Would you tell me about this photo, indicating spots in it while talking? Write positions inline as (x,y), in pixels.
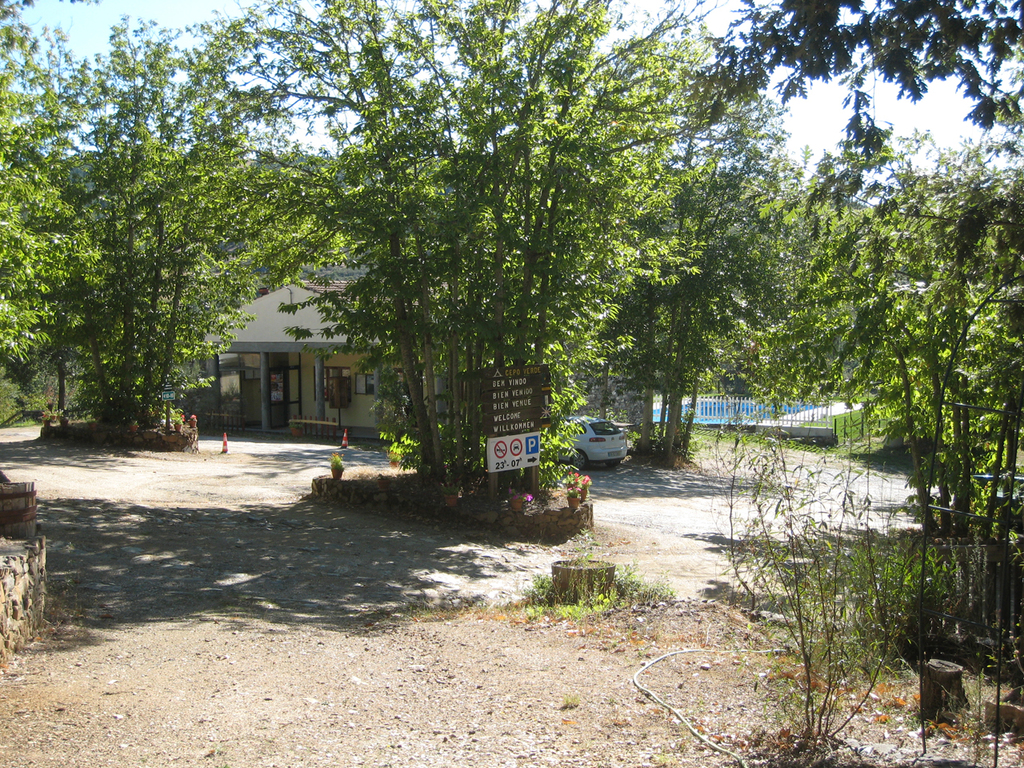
In this image we can see a house (345,367). There are many trees (566,442) and plants (481,447) in the image. We can see the sky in the image. There are few boards (515,398) in the image. We can see a fence (769,407) at the right side of the image (752,405). There are few road safety cones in the image.
